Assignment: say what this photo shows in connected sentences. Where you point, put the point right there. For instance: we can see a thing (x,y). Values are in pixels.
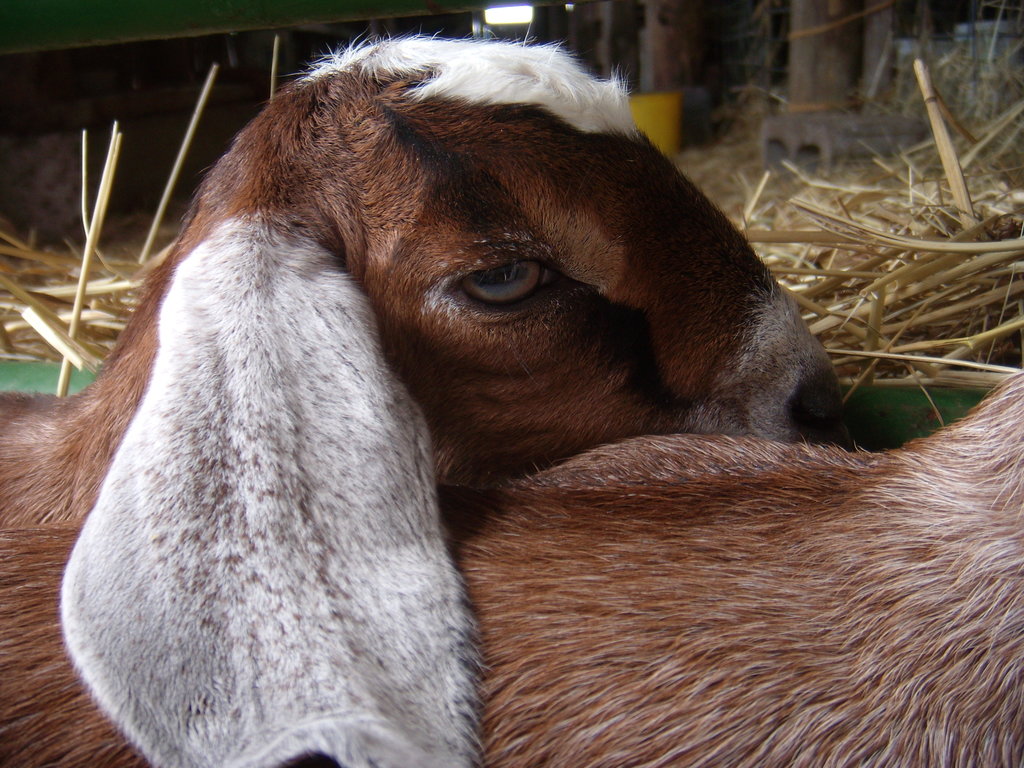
Here we can see two animals (520,368). In the background (18,322) there are poles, grass (801,263) and other objects (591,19).
